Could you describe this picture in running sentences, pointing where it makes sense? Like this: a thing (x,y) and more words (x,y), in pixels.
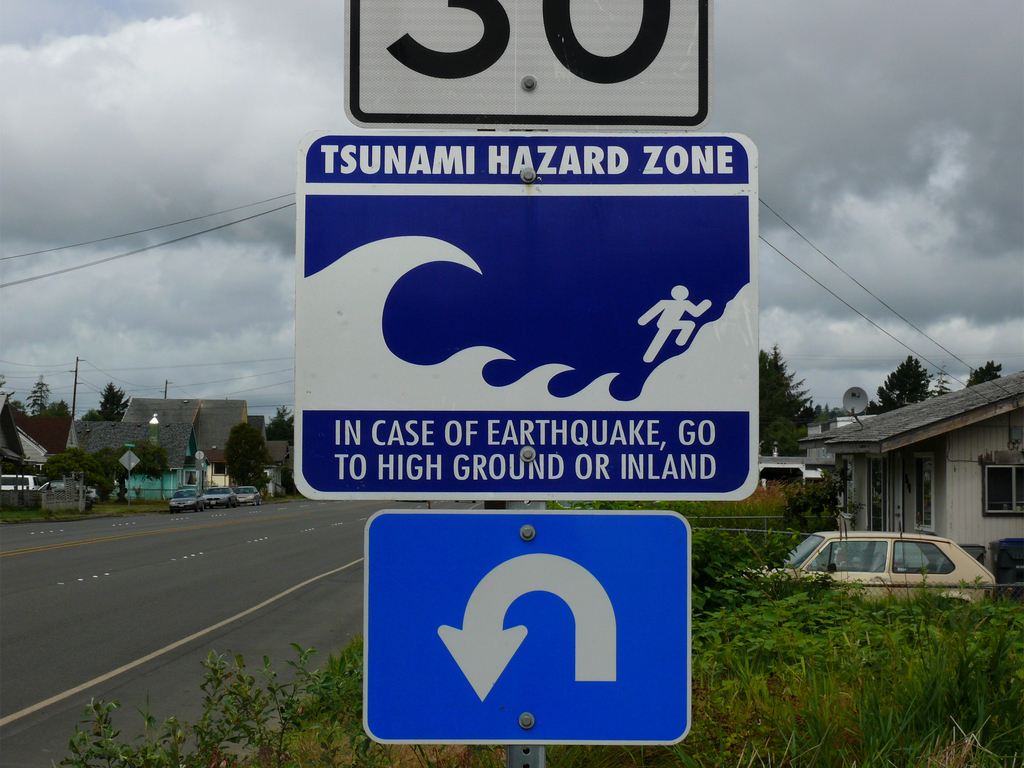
In this image, we can see boards (473,541) on the pole (535,747). Background (1004,515) there are few trees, plants (1023,741), houses (10,443), poles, roads (391,506), vehicles (965,559) and cloudy sky (248,16).
